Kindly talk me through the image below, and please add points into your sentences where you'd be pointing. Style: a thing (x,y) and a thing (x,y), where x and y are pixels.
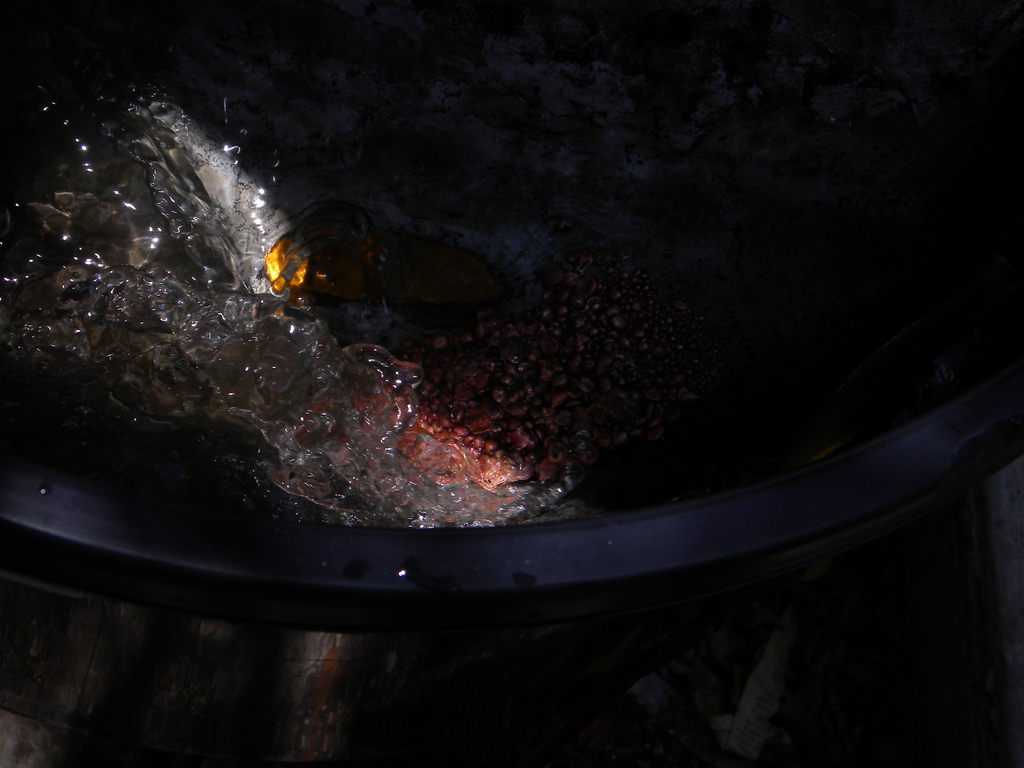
There are water (426,435) which has an object (425,297) in it and there is a black surface (712,565) beside it.
